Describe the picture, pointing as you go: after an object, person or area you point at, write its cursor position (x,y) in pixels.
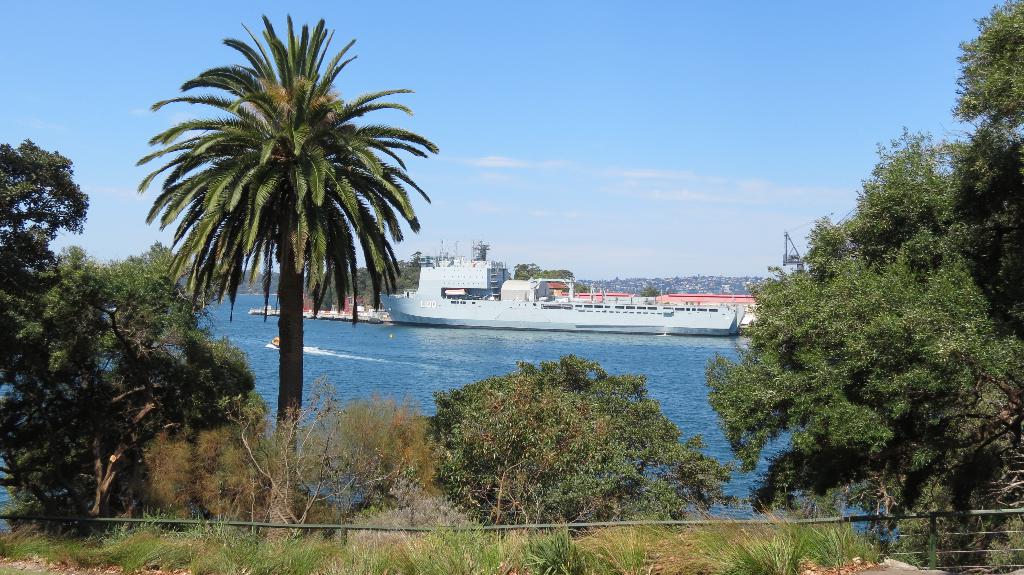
In the foreground of this image (542,566), there is grass (613,538) and trees (576,502). In the middle (516,356), there is water (576,341) and a ship (582,299) on it. Behind it, it seems like a dock (367,314). In the background (711,286), there is city (706,277), sky (672,181) and the cloud (623,182).
